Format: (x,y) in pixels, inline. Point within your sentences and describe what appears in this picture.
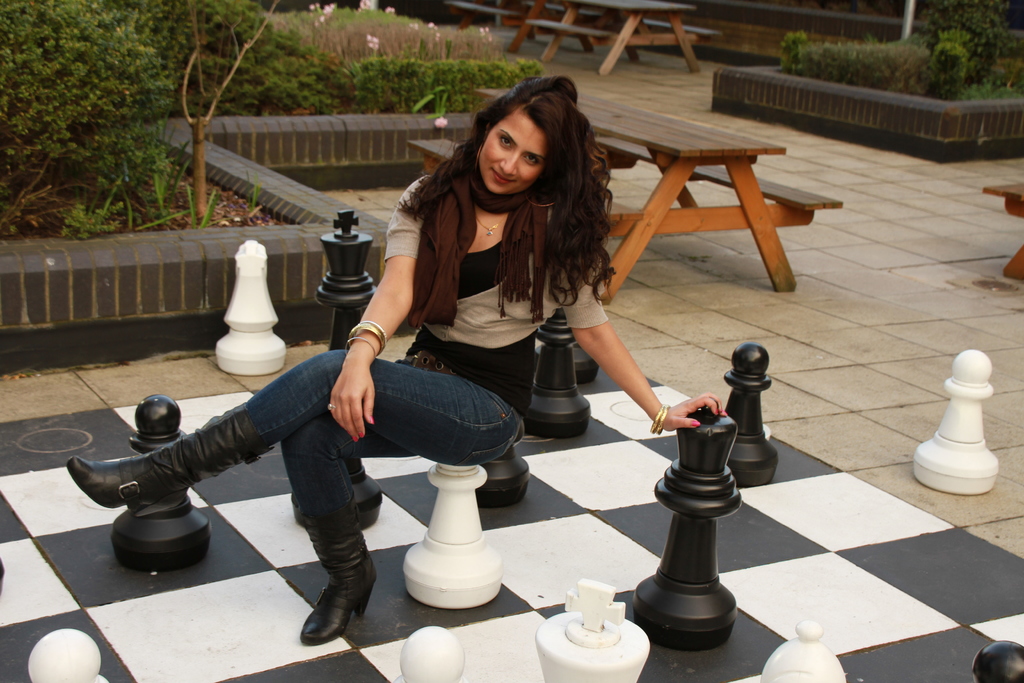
In this image there is a person (330,459) sitting, there are objects (352,242) on the ground (602,510), there are objects (69,650) truncated towards the bottom of the image (50,651), there are benches (643,122), there is a bench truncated towards the right of the image (1006,205), there is a bench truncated towards the top of the image (654,24), there are plants (946,34) truncated towards the top of the image (147,35), there are flowers (331,10), there is a plant (79,56) truncated towards the left of the image (16,135), there is a pole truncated towards the top of the image (907,15).
